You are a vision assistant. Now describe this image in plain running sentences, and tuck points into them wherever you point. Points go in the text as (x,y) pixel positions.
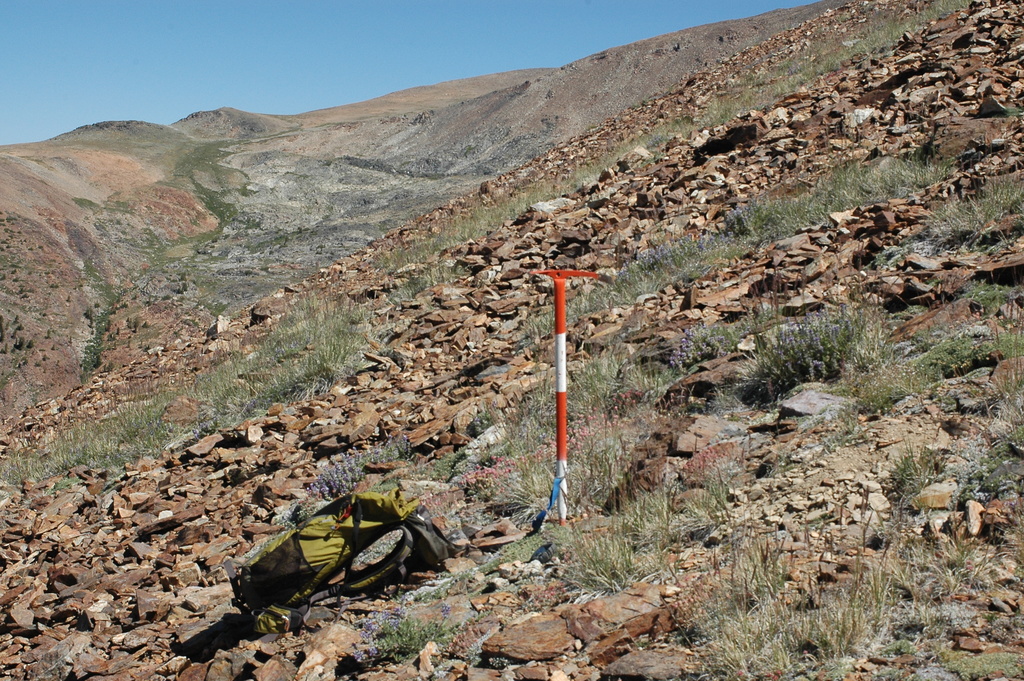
In the picture we can see a slope surface (272,298) on it, we can see rocks (16,425) and dried grass plants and on it we can see a pole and beside it, we can see a bag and in the background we can see a hill (8,374) with a rock surface (245,181) and behind it we can see the sky (198,81).
